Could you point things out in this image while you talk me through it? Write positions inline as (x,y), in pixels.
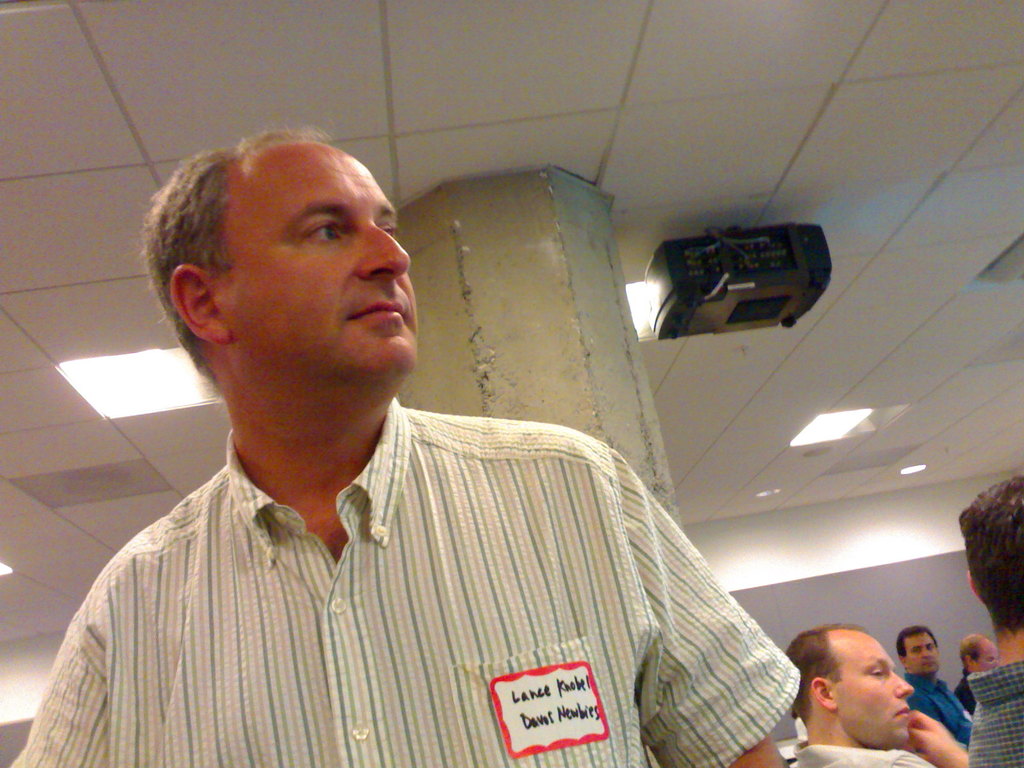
In this image I can see a group of people (646,588) on the floor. In the background (583,374) I can see a pillar (566,372), rooftop (881,243) and a projector (756,260). This image is taken may be in a hall (893,248).
